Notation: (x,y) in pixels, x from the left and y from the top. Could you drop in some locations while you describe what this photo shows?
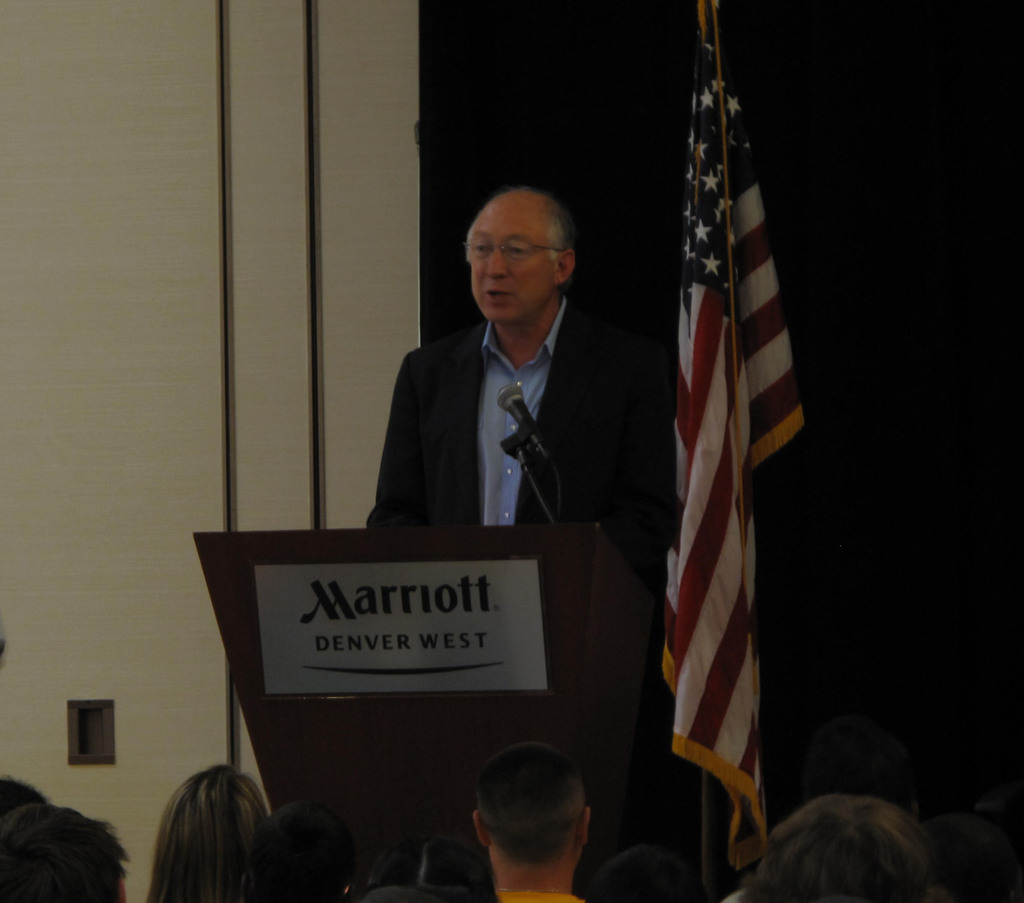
In this image, we can see a man (454,461) is standing behind the podium (445,664). He is talking in-front of a microphone (524,421) and wearing glasses (488,253). At the bottom (811,784), we can see human heads (157,864). Background (219,251) we can see wall (215,323), flag (714,466) and rod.
